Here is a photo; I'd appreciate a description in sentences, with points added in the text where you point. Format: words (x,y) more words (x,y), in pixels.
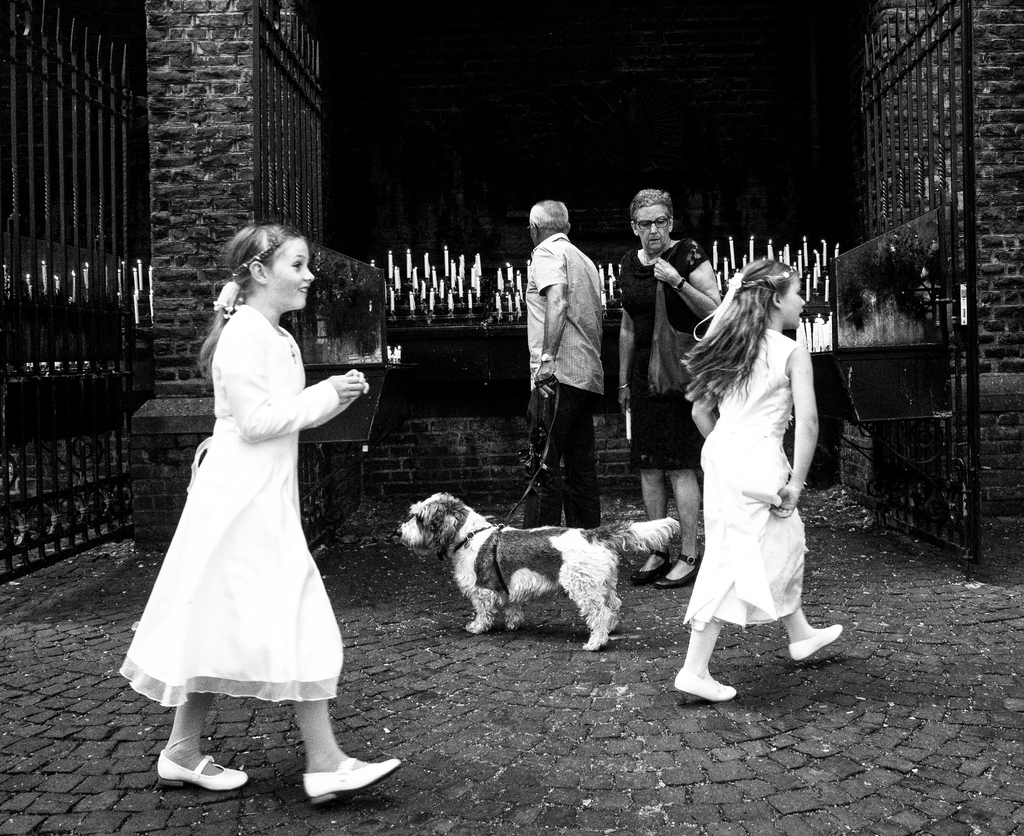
This is a picture, it is in black and white picture there are two girls (754,456) in white dress (754,456) walking on the floor (703,718) and the man (543,338) holding the belt (490,528) of a dog (484,534) and the woman (672,278) in black dress (644,330) were looking to the girl (754,457) and the background of this people (635,372) is a wall (637,120) with bricks (236,178).
